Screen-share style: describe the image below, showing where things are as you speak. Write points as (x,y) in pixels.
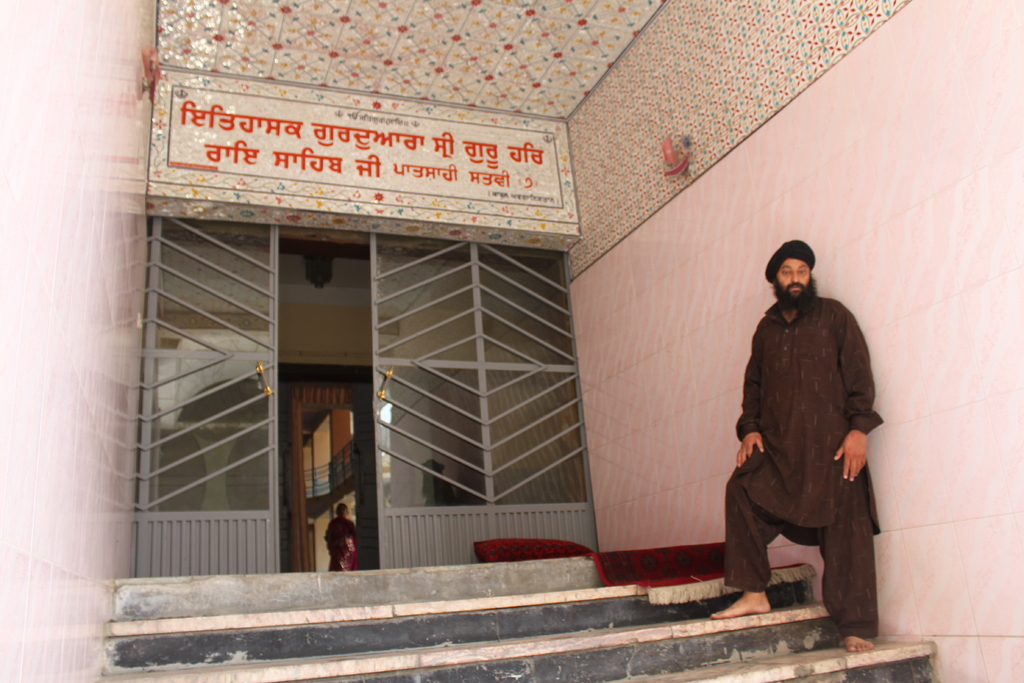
In this picture we can see one person (750,496) is standing on the stairs (554,599) in front of the house (291,359).
